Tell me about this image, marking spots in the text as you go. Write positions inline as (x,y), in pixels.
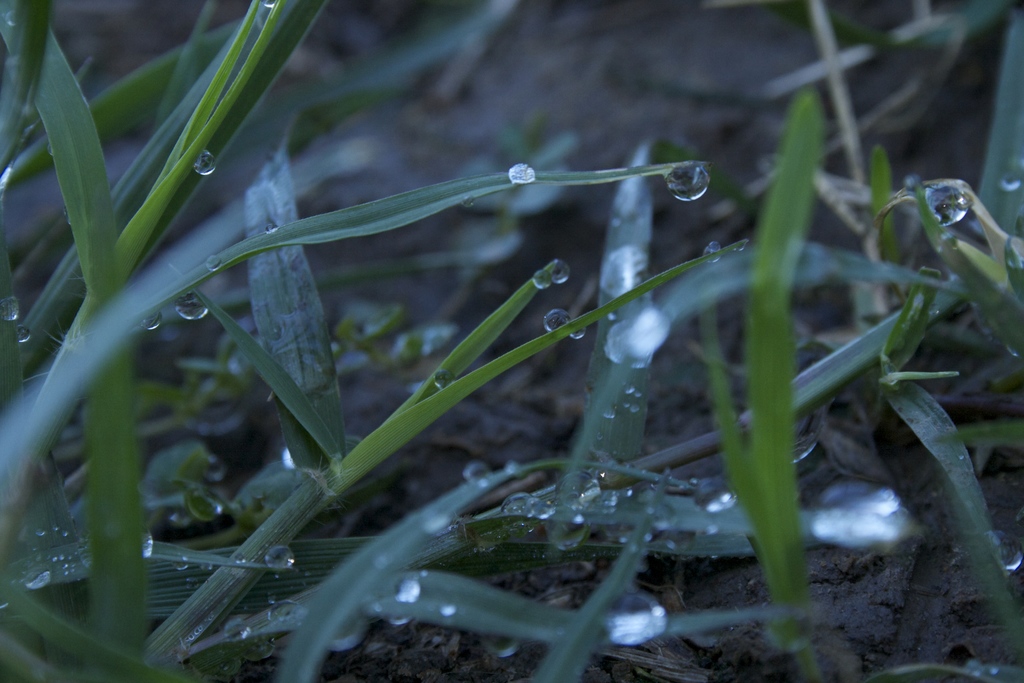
As we can see in the image there are plants (152,398) and water drops (468,204).
